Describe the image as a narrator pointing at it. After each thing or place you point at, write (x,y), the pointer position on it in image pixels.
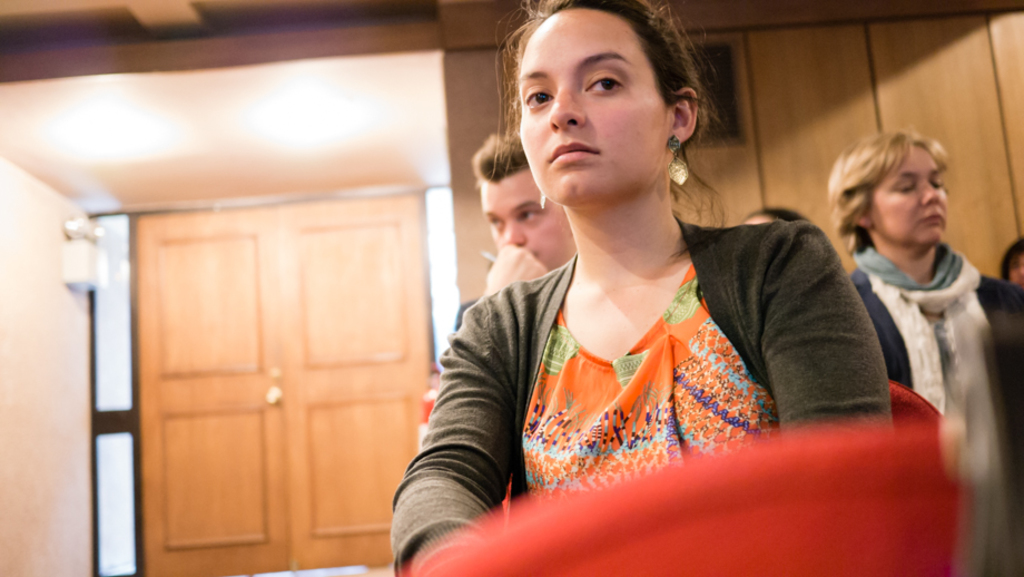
The woman (615,322) in orange dress (623,362) and black jacket (494,455) is looking at the camera. Behind her, we see people (888,267) sitting. In front of her, we see a red color thing (726,539). Behind them, we see a wall (486,133) and a door (254,401). This picture is clicked inside the room (459,236).
